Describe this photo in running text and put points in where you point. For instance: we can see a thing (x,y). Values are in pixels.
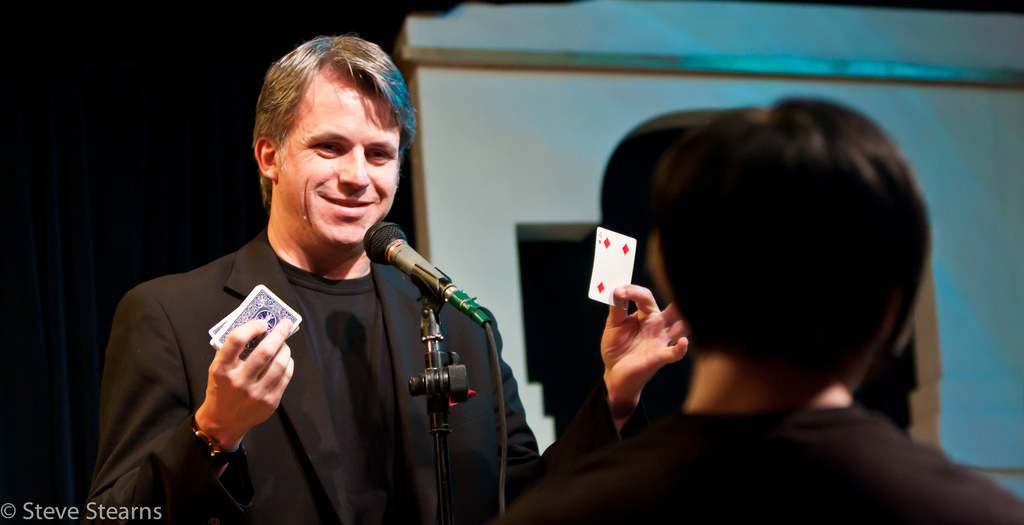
In this image I can see there are two persons (341,205) and one person (295,146) holding cards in front of him there is a mike (397,266), in the bottom left (148,516) there is a text (133,509), in the background (76,172) it might be the wall (556,34).
